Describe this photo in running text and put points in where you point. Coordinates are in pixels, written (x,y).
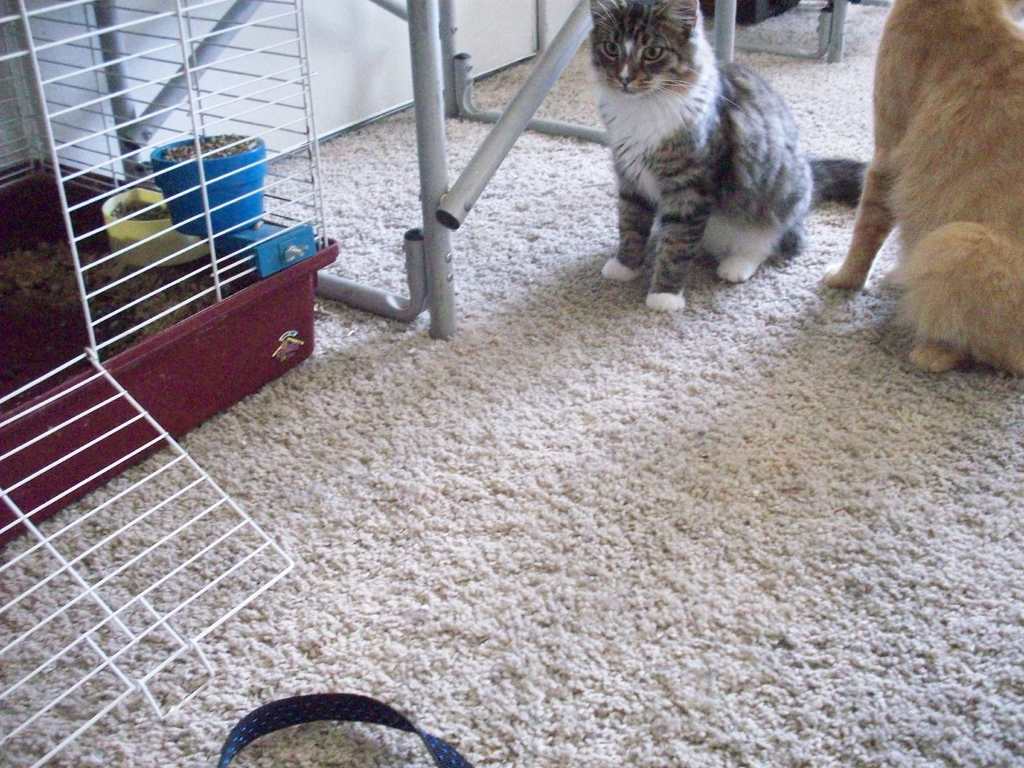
In this image I can see a cage (228,407), boxes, metal rods (441,273), cat (646,177) and an animal (906,33) is sitting on a floor mat (703,377). This image is taken may be in a hall (517,412).
